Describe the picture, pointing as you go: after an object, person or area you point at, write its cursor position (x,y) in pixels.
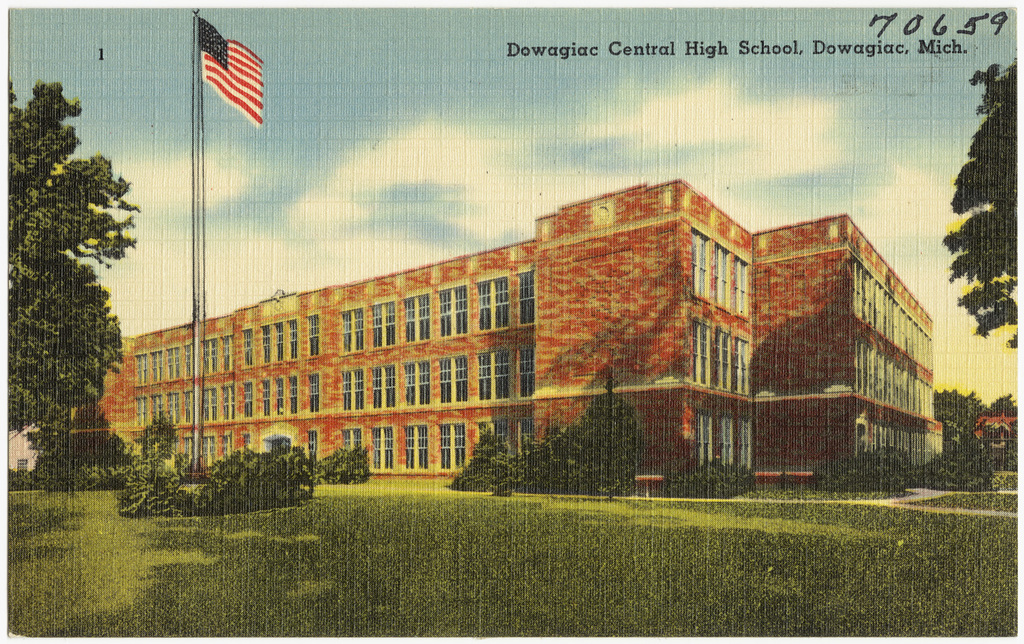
This image is a poster. In the center of the image (395,314) there is a building (337,333). There is a flag (232,59). There are trees (987,330). At the bottom of the image (544,597) there is grass (461,575).
